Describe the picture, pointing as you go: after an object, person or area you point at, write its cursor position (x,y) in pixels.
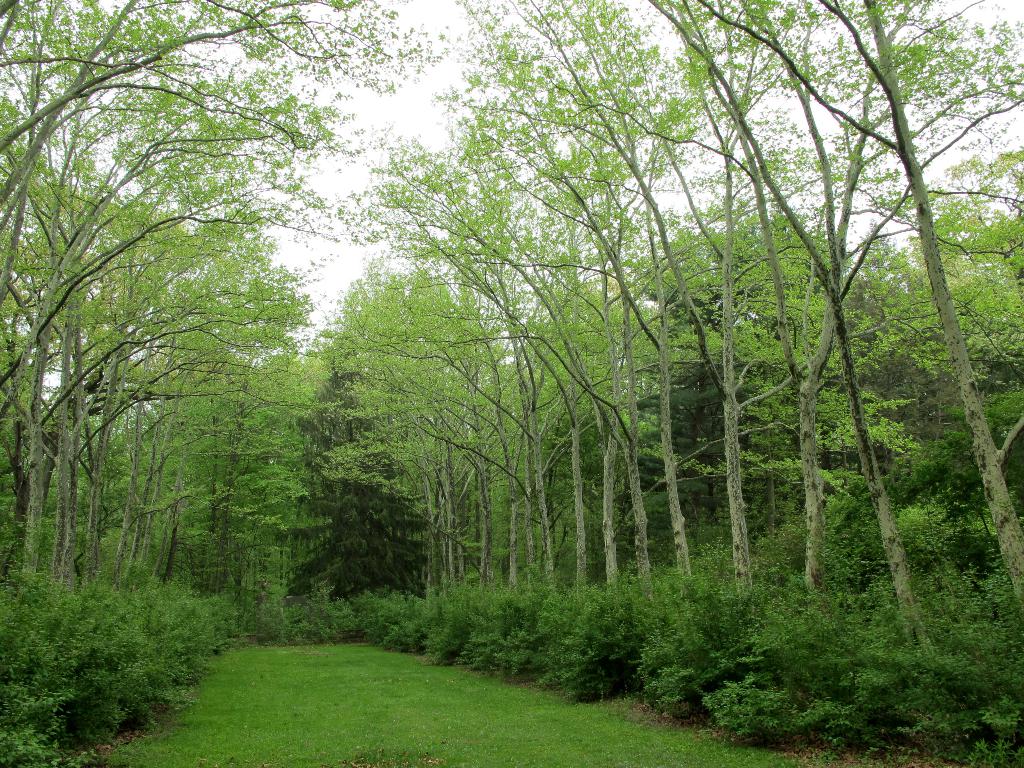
In this picture there is greenery (314,360) around the area of the image and there is grassland (474,728) at the bottom side of the image (535,719).
